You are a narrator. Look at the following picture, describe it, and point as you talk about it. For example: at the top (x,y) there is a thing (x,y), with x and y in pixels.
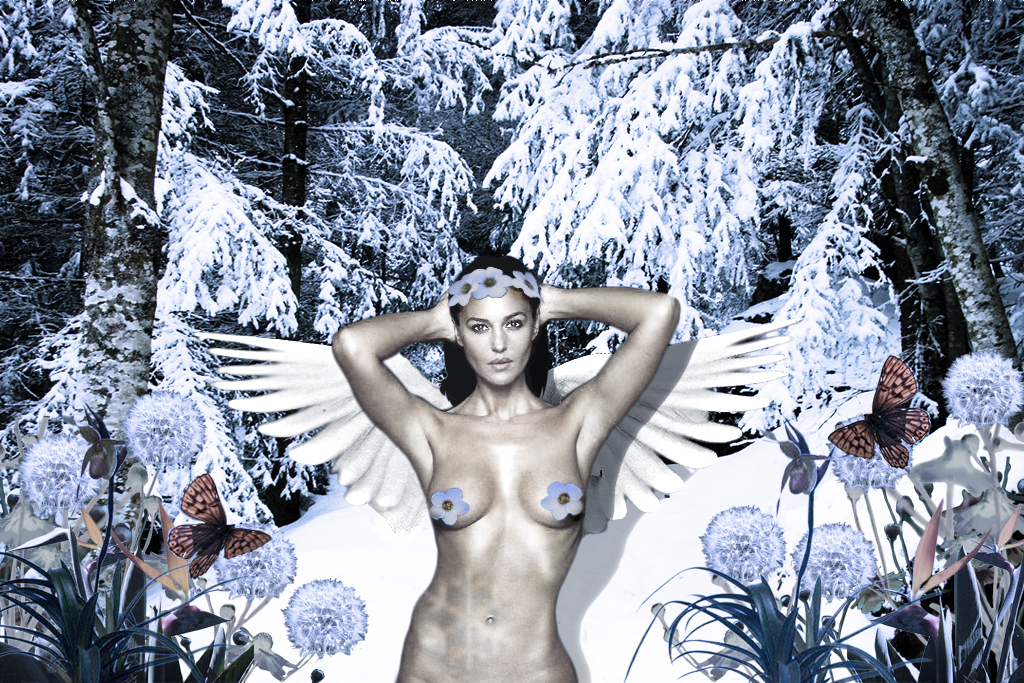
It is an edited image. In this image we can see the nude woman (556,447). We can also see the plants (321,630), flowers (242,566), butterflies (215,507) and also the trees (533,168) which are fully covered with the snow (697,189).
